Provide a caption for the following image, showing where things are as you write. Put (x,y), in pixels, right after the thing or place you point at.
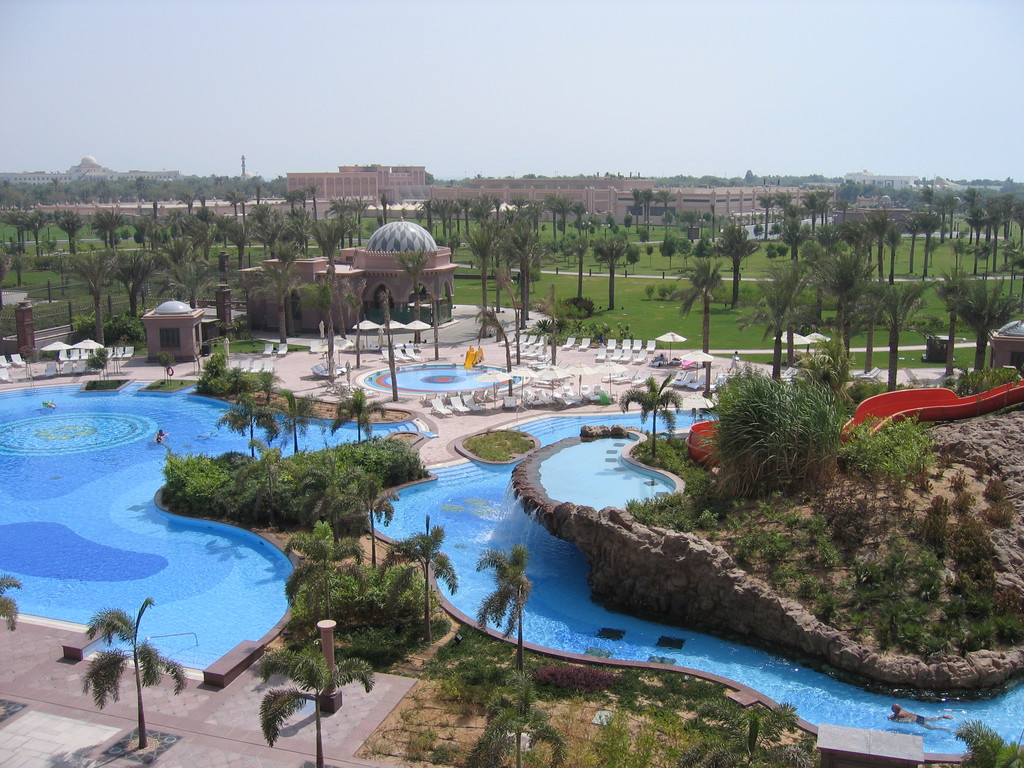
In this picture I can see swimming pools (584,476), there are sliders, there are chairs (539,349) and umbrellas (553,369), there are trees (846,338), there are buildings (525,205), and in the background (707,47) there is the sky (173,94).
